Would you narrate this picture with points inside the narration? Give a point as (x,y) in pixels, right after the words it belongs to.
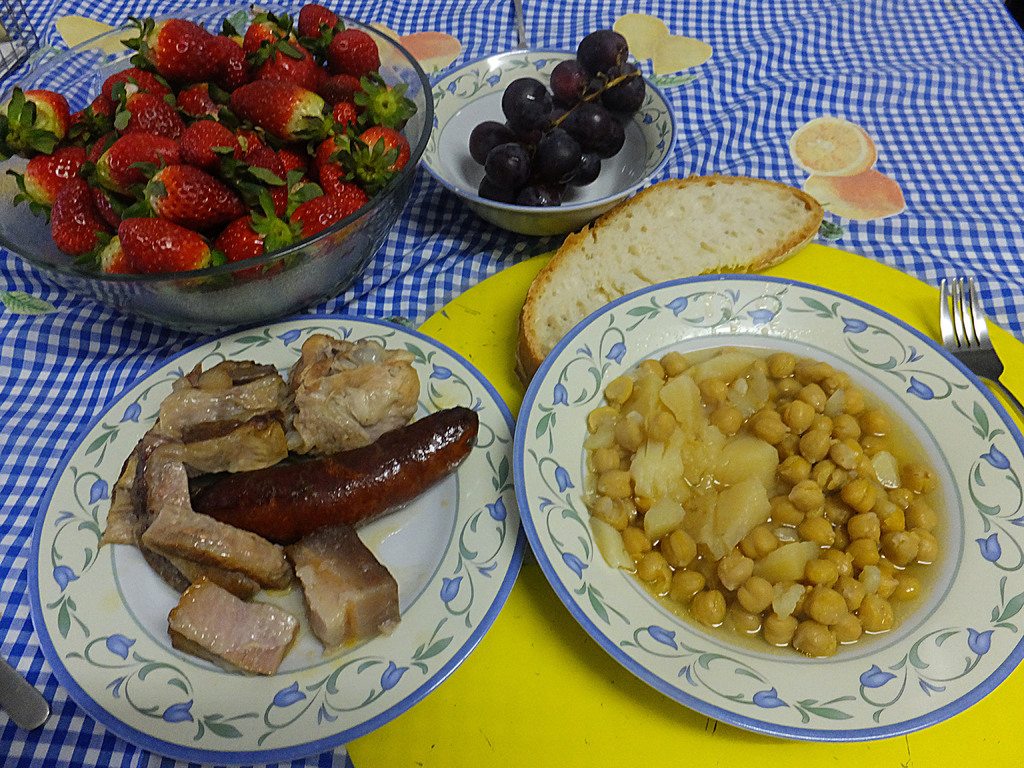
This image consists of food (386,375) and there is a fork (965,345) and there are fruits (336,160) in the bowls (404,150).
